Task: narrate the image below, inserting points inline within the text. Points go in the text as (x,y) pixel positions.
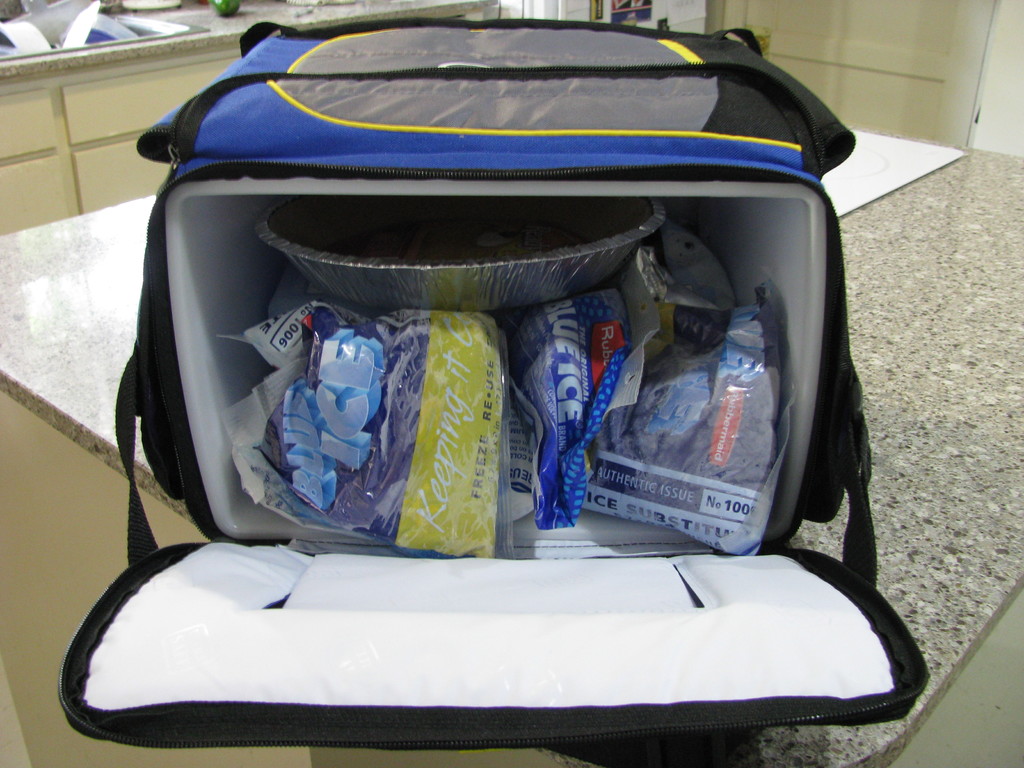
We can see bag (848,355) on the table (943,188) there are covered, bowl (539,252) in the bag (798,222), packets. On the background (976,39) we can see wall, door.
